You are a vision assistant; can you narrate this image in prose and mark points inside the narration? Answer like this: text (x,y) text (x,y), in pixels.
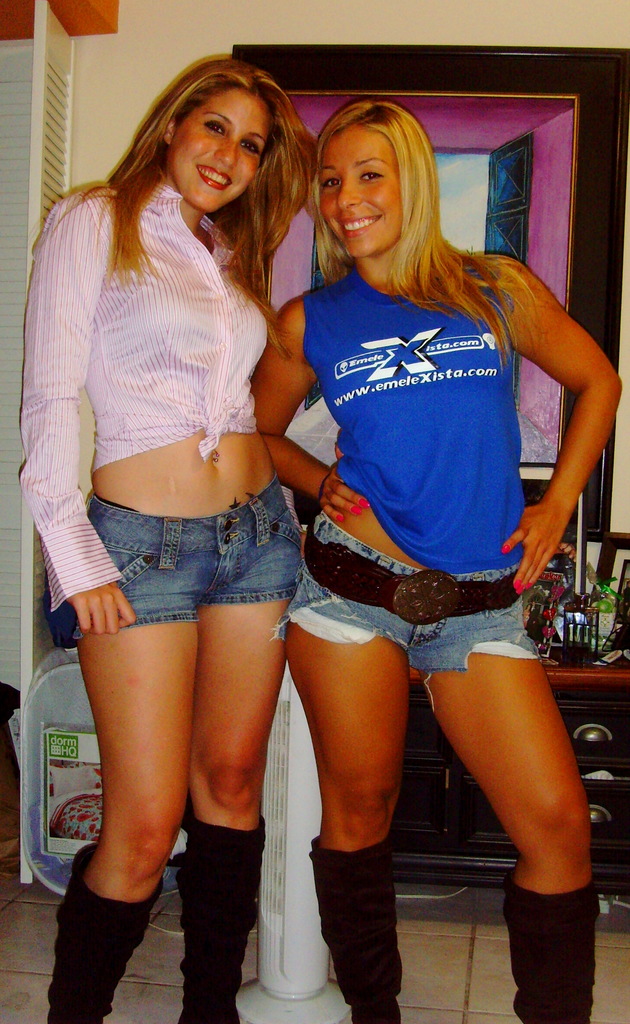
In this picture I can see couple of women (171,430) standing and I can see painting (559,207) in the back (553,272) and couple of photo frames (553,585) on the table (468,830) in the back (621,790) and I can see a fan (294,702) and a cloth bag (65,787) on the side.
